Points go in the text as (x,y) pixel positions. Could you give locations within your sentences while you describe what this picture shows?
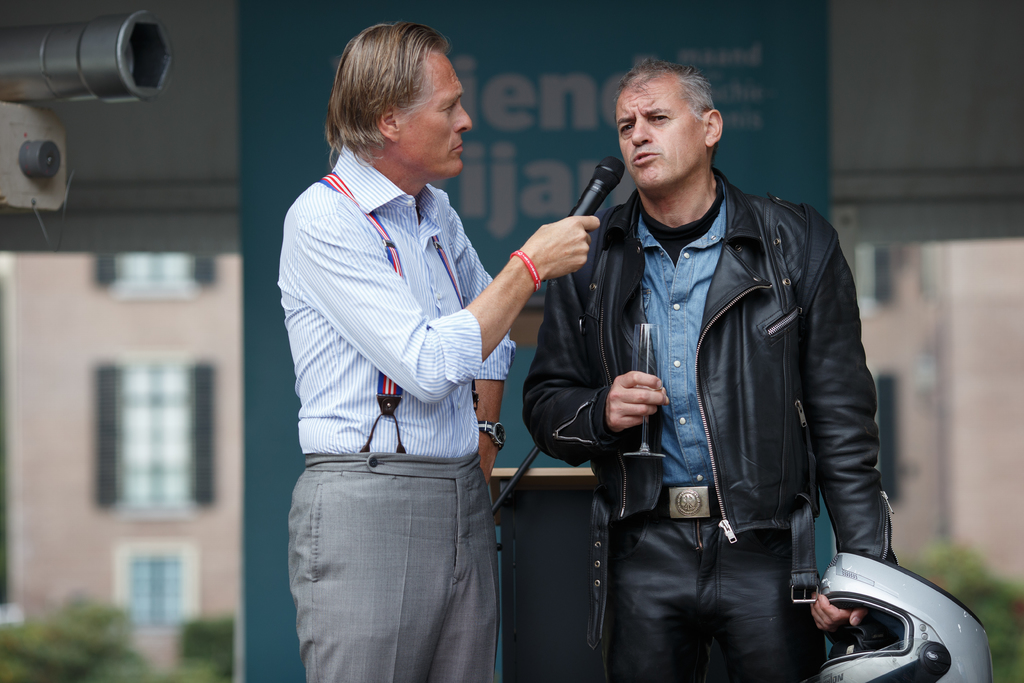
In this picture we can observe two men (596,429) standing. One of the men (608,359) is wearing a black color jacket (755,391) and holding a silver color helmet (867,653) in his hand (852,613) and the other person (411,425) was holding a mic (606,168) in his hand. In the background (268,88) there is a blue color poster (251,518). We can observe some plants (984,603) and a building (188,427).
